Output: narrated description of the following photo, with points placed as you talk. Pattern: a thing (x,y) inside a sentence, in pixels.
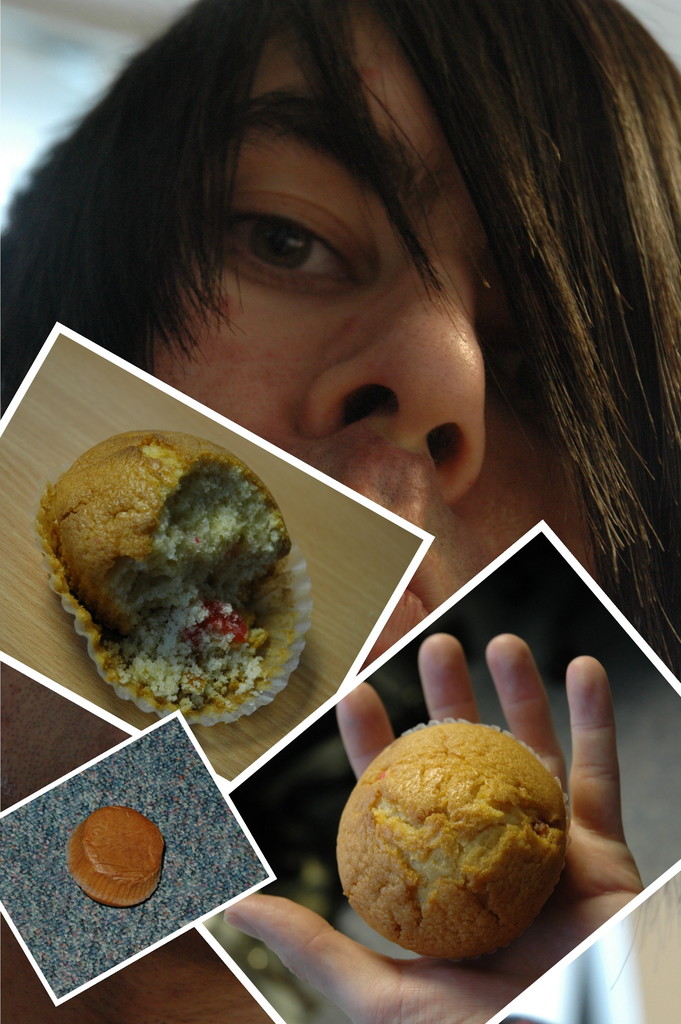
In this image there is a picture of a person (271,217) and pictures of food items (153,873).
